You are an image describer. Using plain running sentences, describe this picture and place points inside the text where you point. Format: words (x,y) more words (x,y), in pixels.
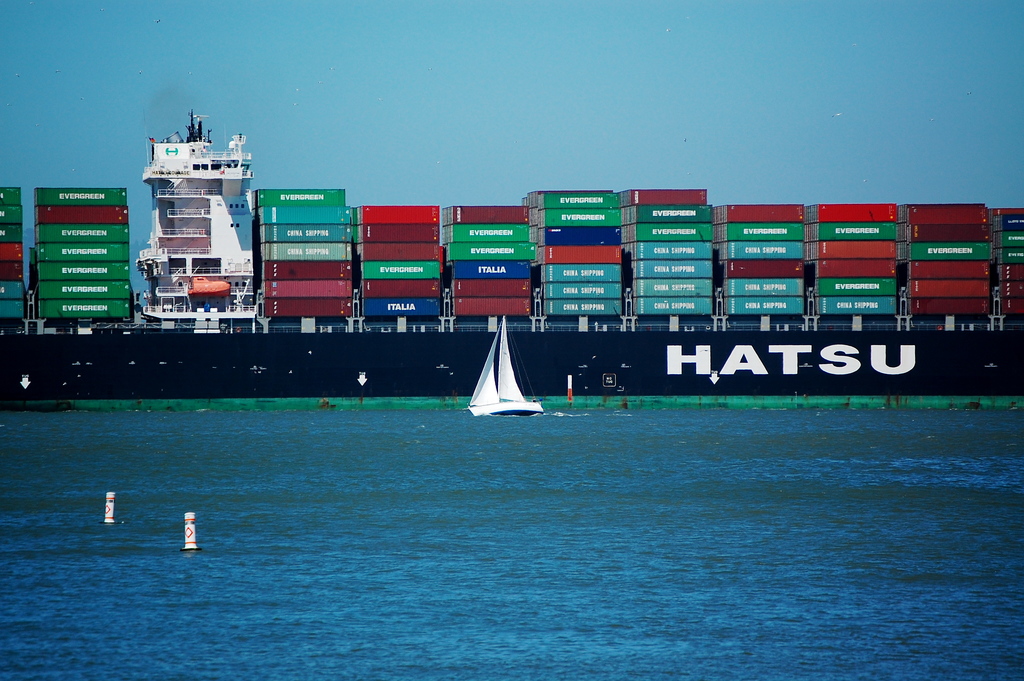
In the center of the image (420,270), we can see a ship (234,270) and there are containers (406,246) and there is a fence (642,328). At the bottom (204,497), there is a ship (511,396) on the water (199,524) and we can see some poles (572,395). At the top (401,109), there is sky (449,60).
